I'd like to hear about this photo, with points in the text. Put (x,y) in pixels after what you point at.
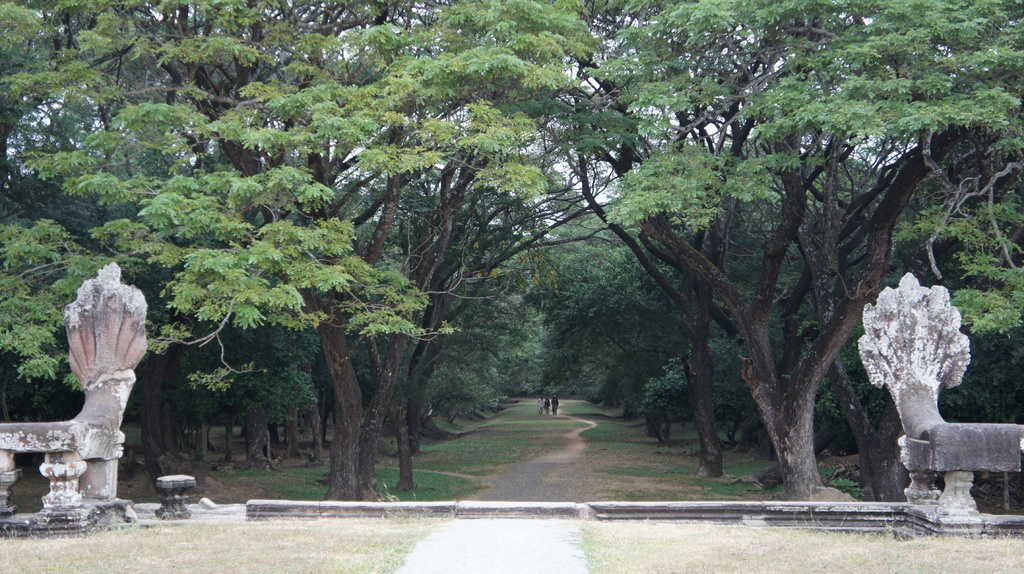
In this picture we can observe a path (520,489). There are two persons (549,402) walking in this path (543,469). There are some trees (404,317) on either sides of this path (553,459). We can observe statues (53,451) on either sides of the picture. In the background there is a sky (688,138).
